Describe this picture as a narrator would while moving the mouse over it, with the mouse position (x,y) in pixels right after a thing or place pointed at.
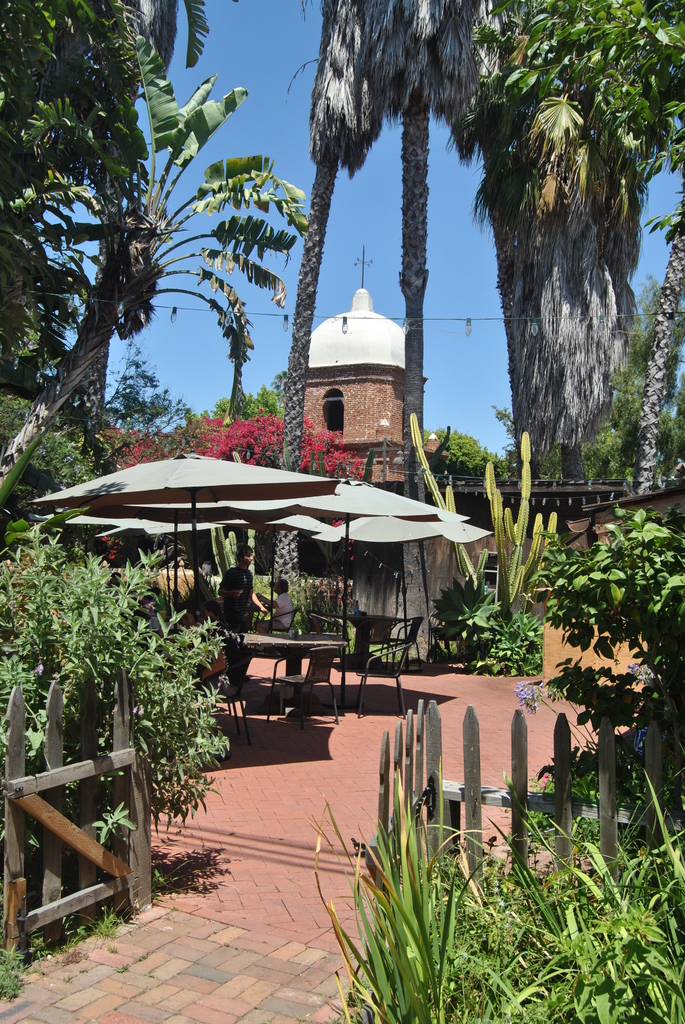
In this image I can see plants (386,1009), number of trees (302,431), white colour shades (232,517), shadows (302,693), chairs (361,713), a table (297,649) and I can see few people (270,603). In the background (452,350) I can see a building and the sky (292,248).
